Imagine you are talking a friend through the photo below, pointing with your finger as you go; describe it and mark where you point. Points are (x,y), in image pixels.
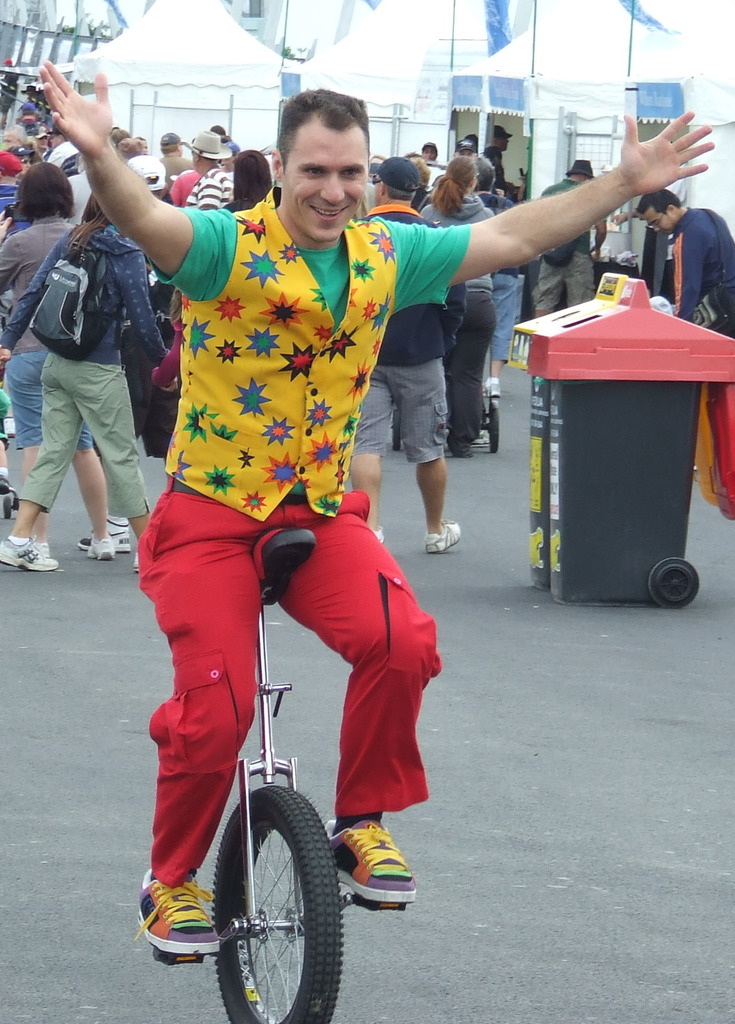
In this picture we can see man (390,584) sitting on unicycle (259,635) and smiling and at back of him we can see group of people (495,142) some are standing and some are walking and in background (190,41) we can see cloth (234,69), bins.
